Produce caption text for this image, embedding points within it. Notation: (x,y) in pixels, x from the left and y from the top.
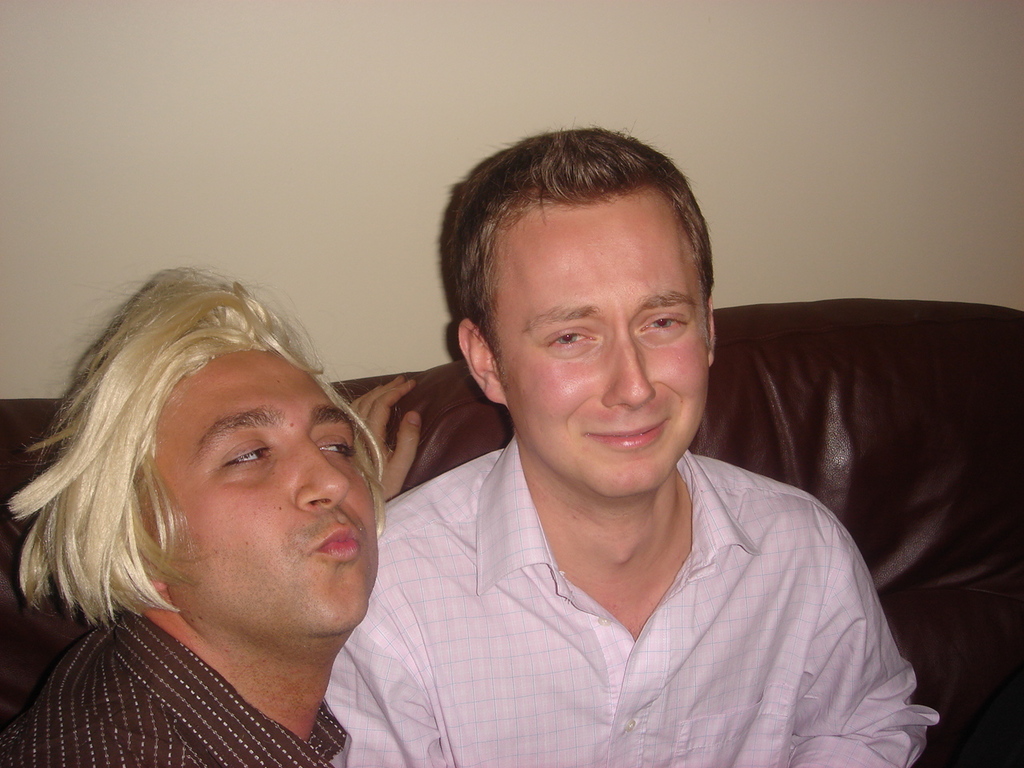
In the image we can see two people (426,496) and they are wearing clothes (398,557). Here we can see the couch (857,400) and the wall (810,113).
